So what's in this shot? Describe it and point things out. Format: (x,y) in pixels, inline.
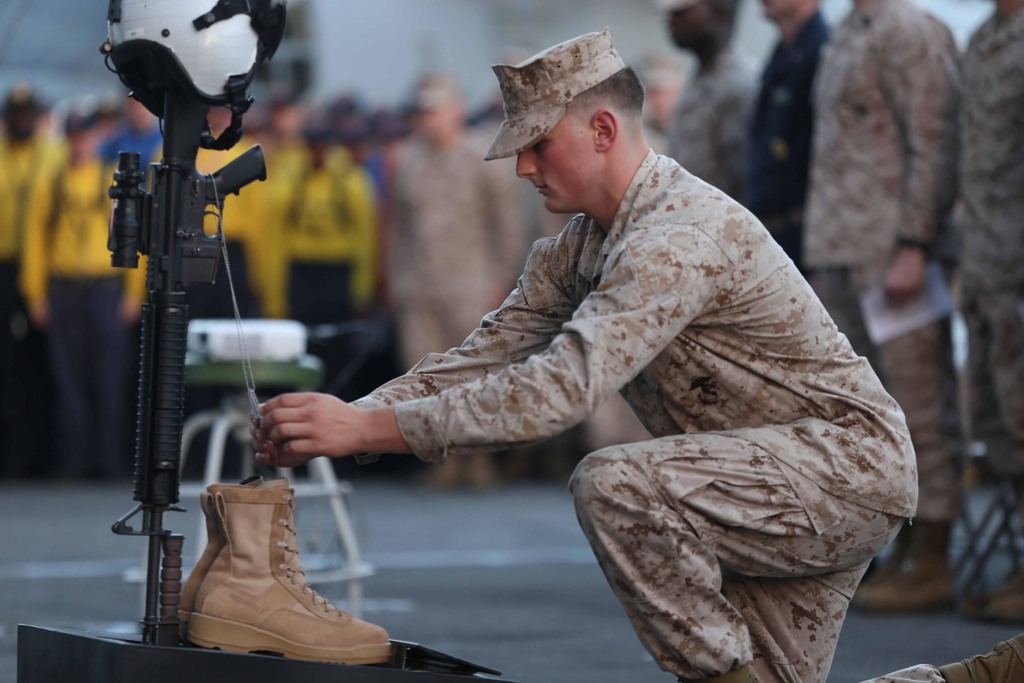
In this image in the foreground (629,319) there is one person (663,309) who is sitting on his knees (675,445), in front of him there is one gun (195,178), helmet (270,39), shoes (284,531) and the person (266,432) is doing something. In the background (825,176) there are a group of people (296,106) standing, and at the bottom (472,555) there is floor (528,557). And in the background (95,69) there is a building (436,45).
